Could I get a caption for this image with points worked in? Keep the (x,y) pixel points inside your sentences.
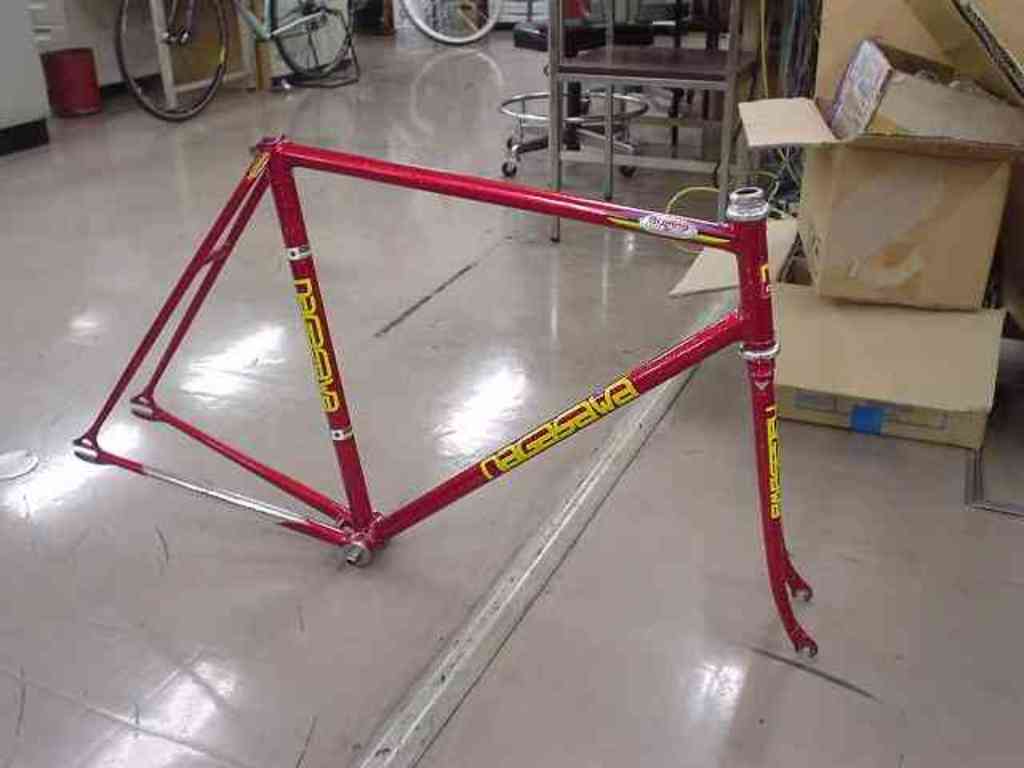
In the middle of this image (353,479) there is a metal object (498,466) placed on the floor (320,628). It is a part of a bicycle (459,492). On the right side (785,128) there are few metal stands (602,80) and card boxes (870,241). At the top of the image (338,27) there is a bicycle (324,41), a wheel (414,28) and some other objects (74,62) are placed on the floor (91,162).
